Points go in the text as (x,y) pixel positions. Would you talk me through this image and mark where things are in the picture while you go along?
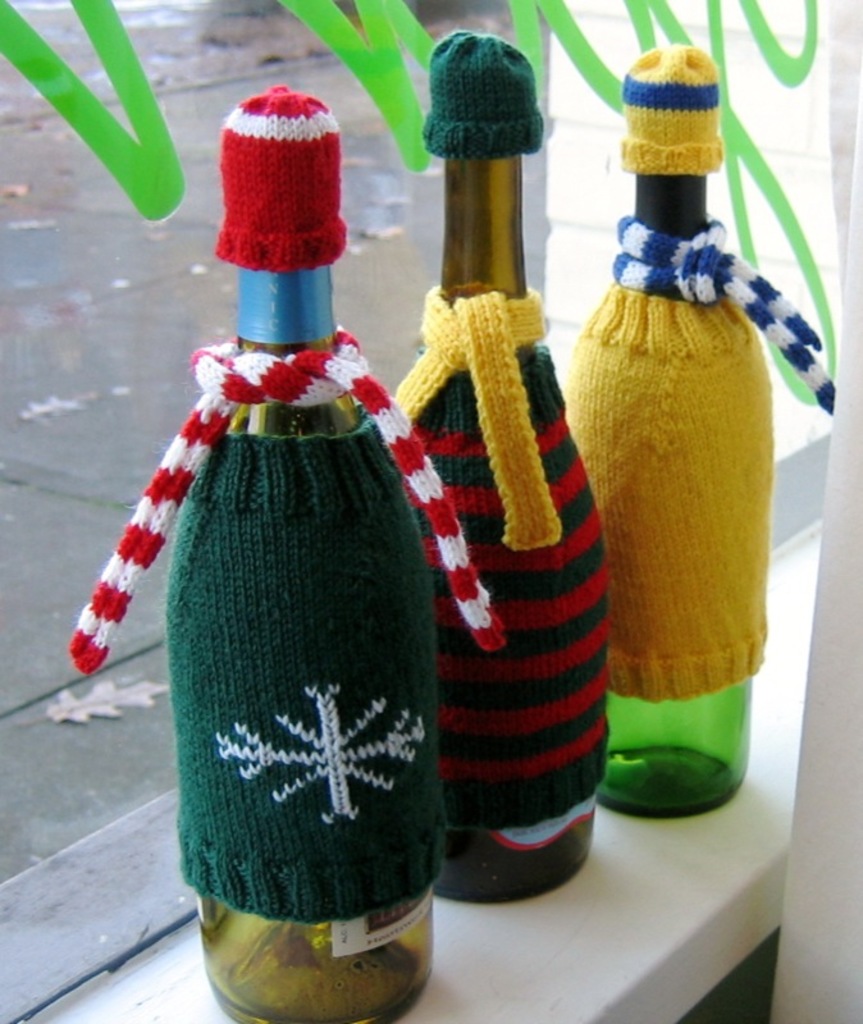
there are three bottles (332,414) on table (446,973) covered with wool (277,468) on body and as a scarf (514,331) and cap (503,124) on them.
